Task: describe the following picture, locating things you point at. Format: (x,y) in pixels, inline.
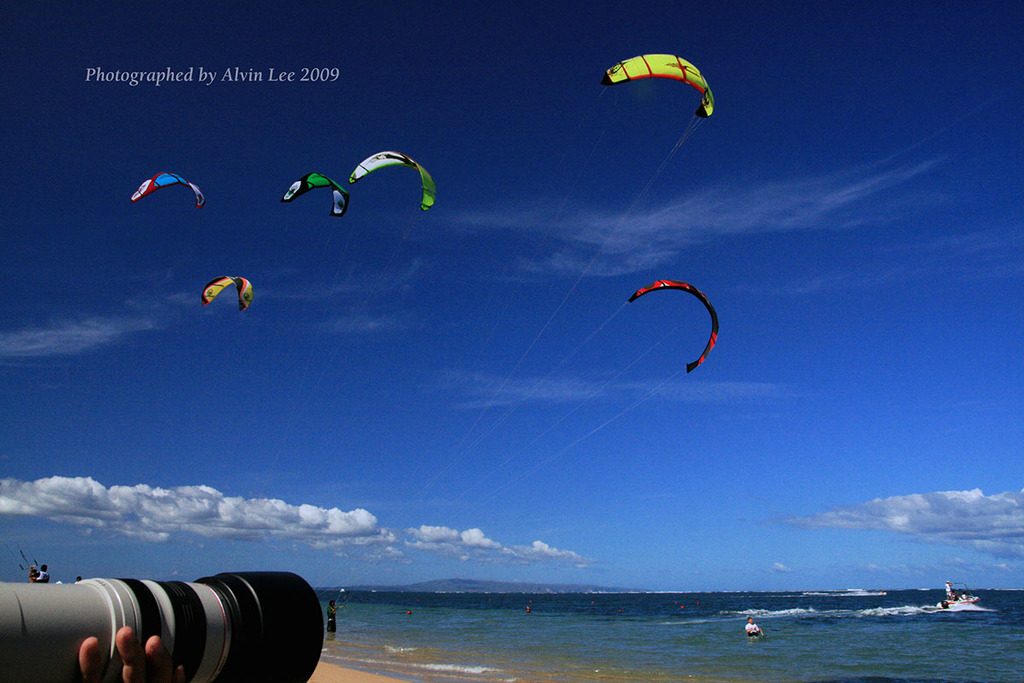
In this image there are persons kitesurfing in the center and the sky (419,402) is cloudy. In the front (200,636) there is a camera (189,617) which is holded by a person (126,651).
